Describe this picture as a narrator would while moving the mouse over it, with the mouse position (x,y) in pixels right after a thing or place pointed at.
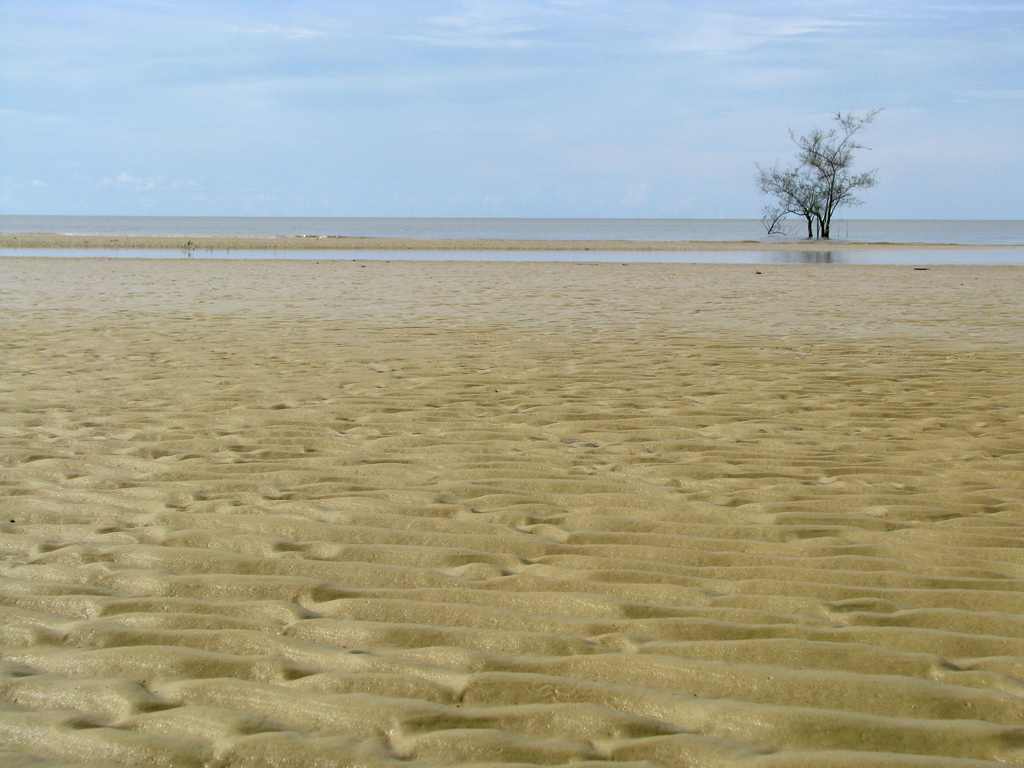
In this image we can see vast sandy land (601,534). Background of the image (980,251) one tree (827,209) and water (446,226) is there. At the top of the image (407,106) sky (462,109) is present with cloud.
